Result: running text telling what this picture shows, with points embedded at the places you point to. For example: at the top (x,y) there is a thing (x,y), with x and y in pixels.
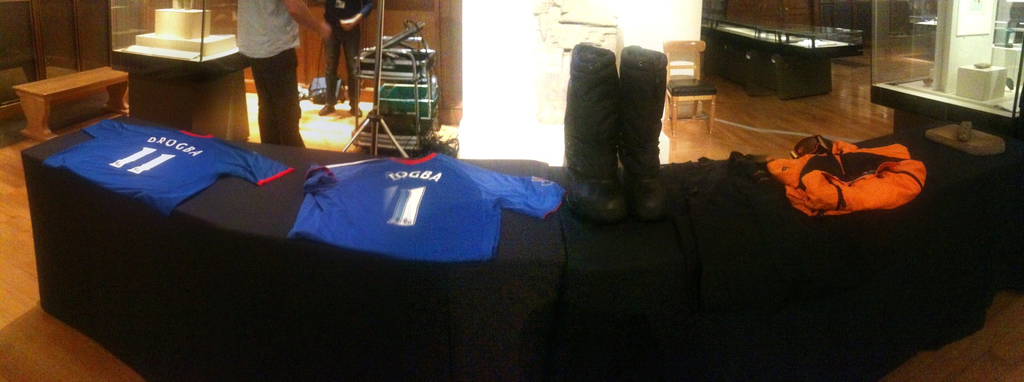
In this image I can see two people (318,21) and two jerseys (131,140). I can also see a chair (691,53) and a bench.
